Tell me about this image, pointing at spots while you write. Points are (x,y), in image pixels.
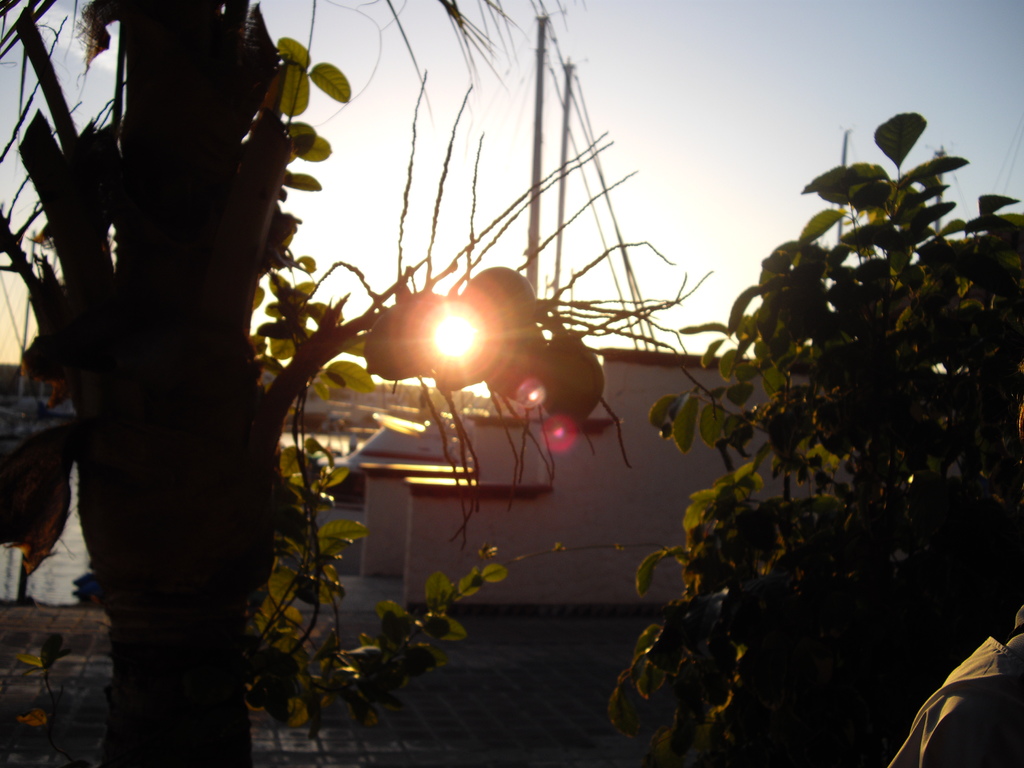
In this image, we can see two trees (210,262). There is a building (497,508) and sun (441,328) in the middle of the image (665,483). There is a sky (684,92) at the top of the image (439,95).
